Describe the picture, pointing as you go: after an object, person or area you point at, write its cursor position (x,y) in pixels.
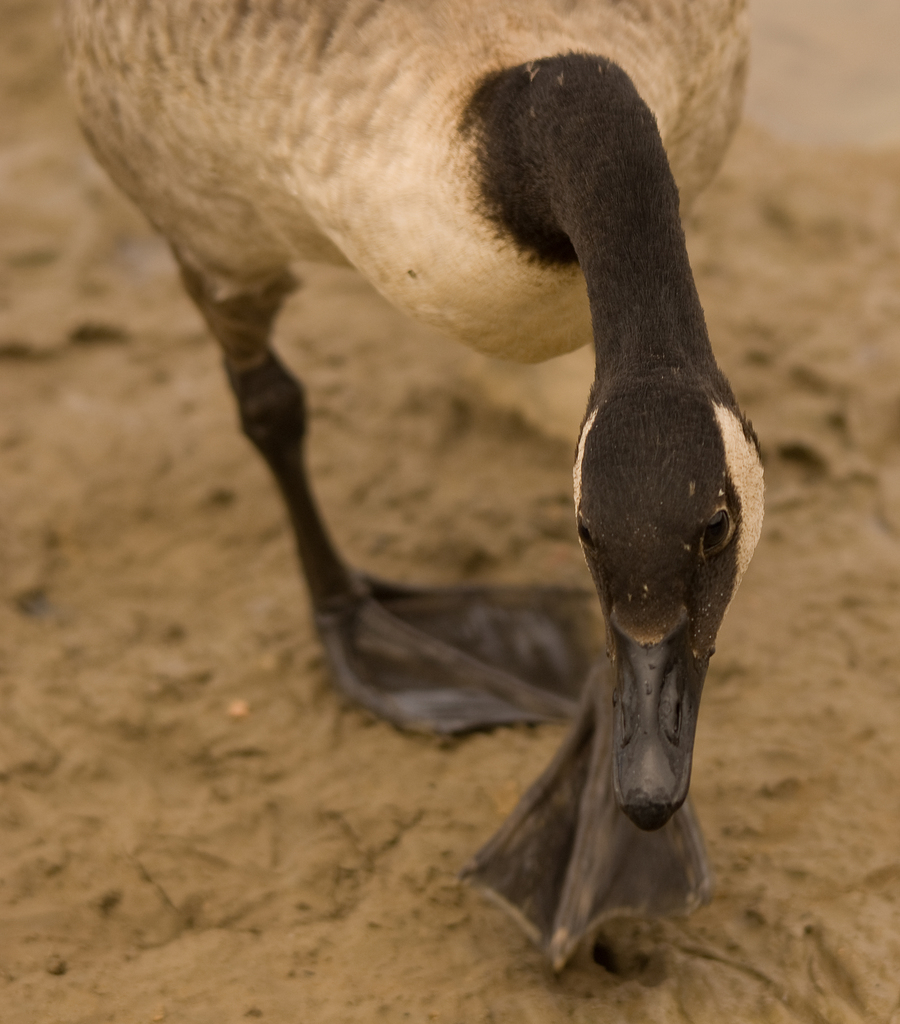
This image consists of a bird (228,145). It is in black and cream color.
